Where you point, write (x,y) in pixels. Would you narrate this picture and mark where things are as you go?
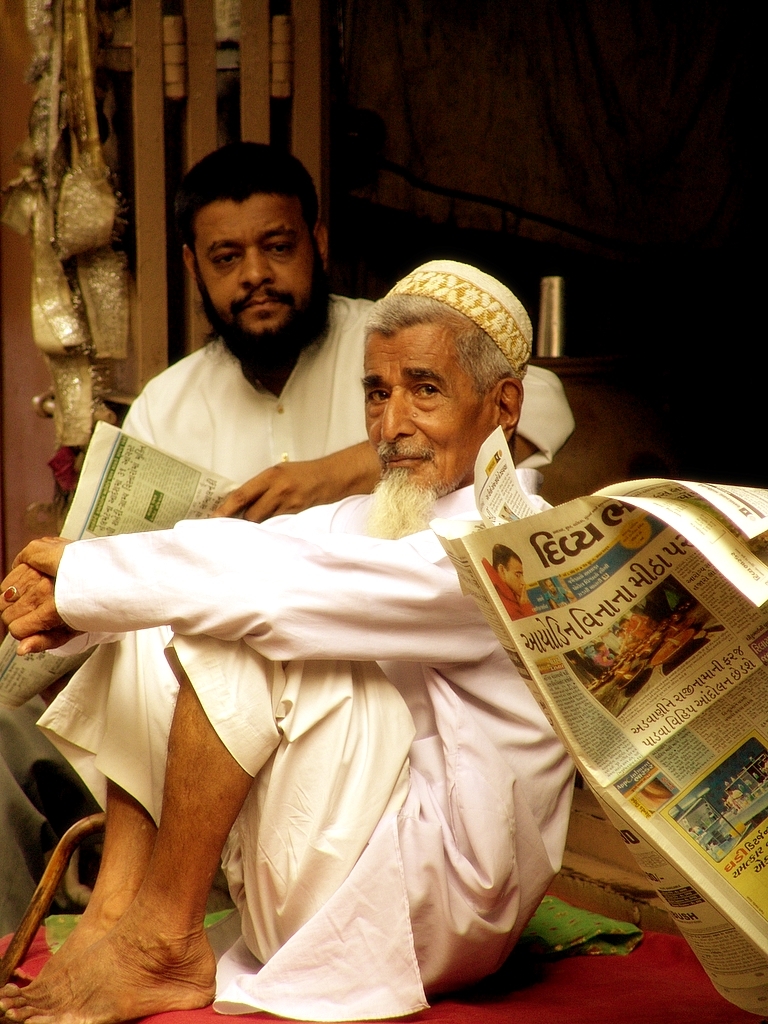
In this picture, we see couple of them seated and a man (205,375) holding a newspaper (759,799) on the right (615,780), we see a newspaper (622,551) and a red color cloth (465,1008) on the floor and a stick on the left (106,823) and on the back (544,344) we see a glass (546,317) on the pot (590,410) and a man (402,408) wore cap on his head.
